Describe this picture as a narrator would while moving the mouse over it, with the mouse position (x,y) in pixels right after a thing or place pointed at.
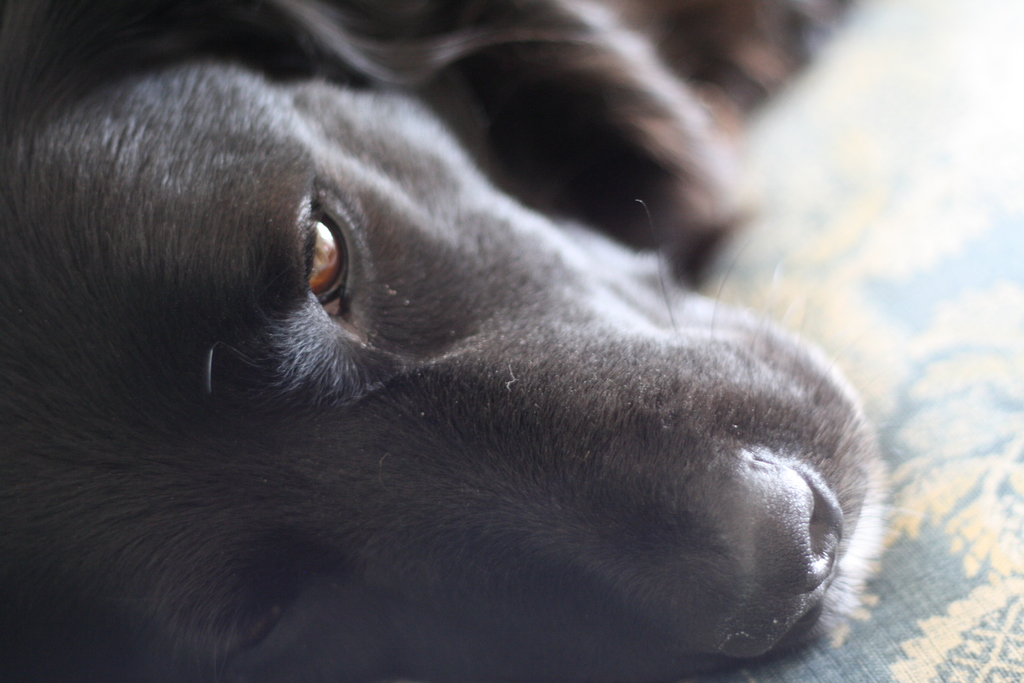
In this image in the foreground (316,392) there is one dog (303,258), and at the bottom (903,546) there is one mat (975,428).
